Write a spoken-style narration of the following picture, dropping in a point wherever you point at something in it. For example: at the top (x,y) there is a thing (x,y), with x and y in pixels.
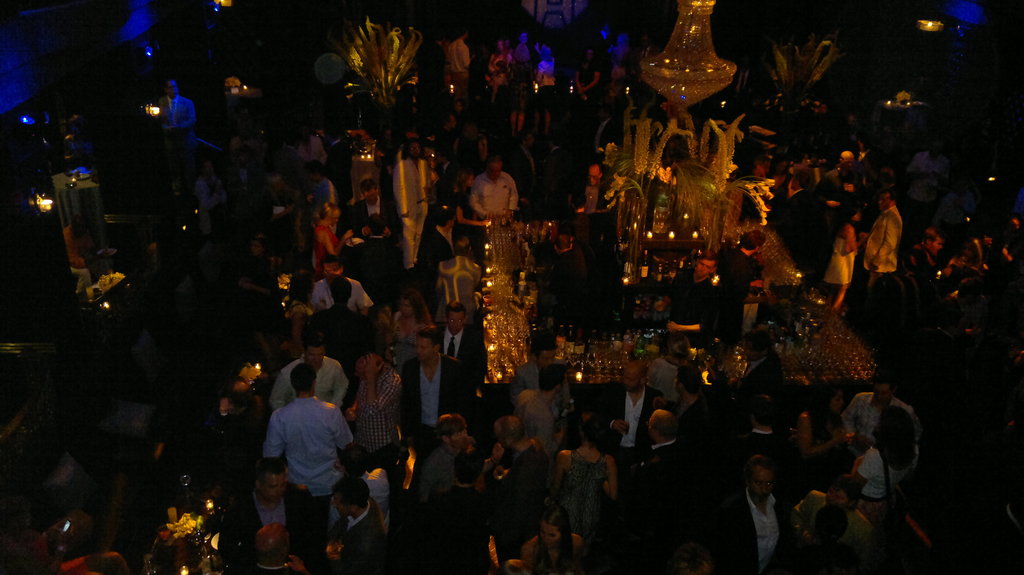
In this picture I can see there are a group of people (850,469) here, they are drinking wine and wearing dresses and blazers (351,545) and this section on right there are different beer bottles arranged and there are dim lights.
